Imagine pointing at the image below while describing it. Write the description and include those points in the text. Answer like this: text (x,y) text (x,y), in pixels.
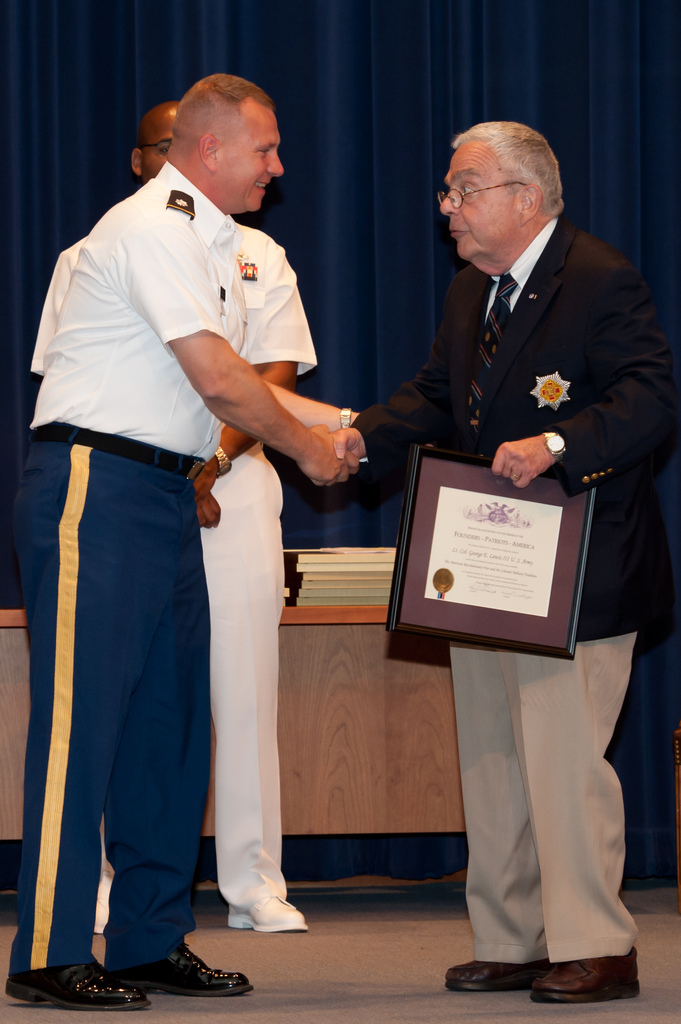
In the image few people (239,205) are standing and he is holding a frame (506,565). Behind them there is a table (326,612), on the table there are some books (314,562). At the top of the image (30,315) there is cloth (352,527).
